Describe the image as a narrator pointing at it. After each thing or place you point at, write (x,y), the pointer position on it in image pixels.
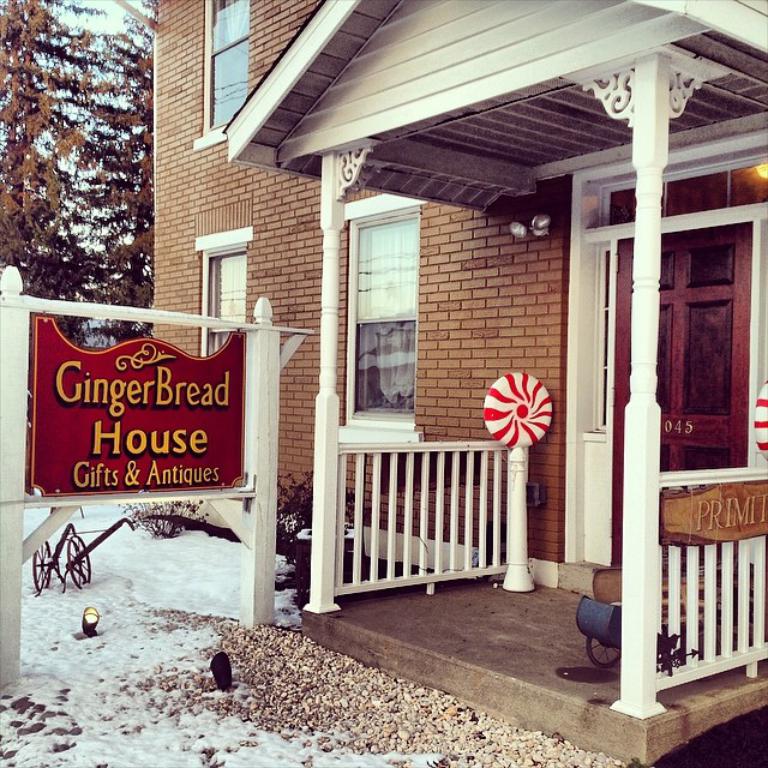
In this image the land (165,673) is covered snow (170,706), in the background (251,215) there is a house (393,486), on the left side (83,447) there is a board (81,423) on that board (124,422) there is text (104,379), behind the board (106,367) there are trees (111,153).
